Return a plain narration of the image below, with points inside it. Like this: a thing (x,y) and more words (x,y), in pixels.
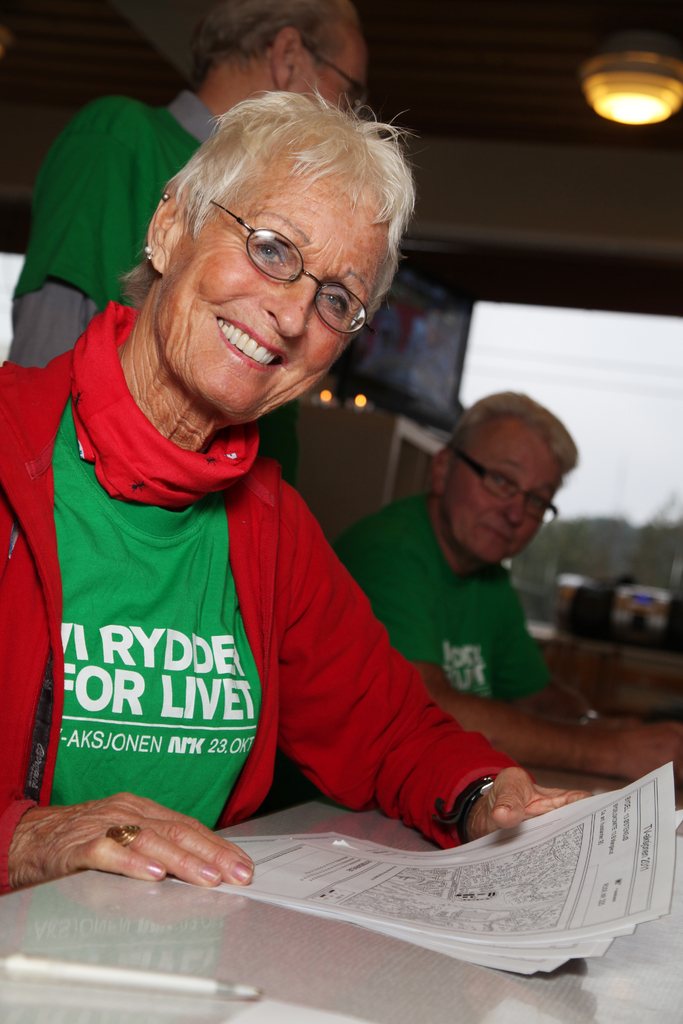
This picture is clicked inside the room (580,57). In the foreground (267,336) we can see a woman (157,766) wearing green color T-shirt (157,595), smiling and sitting and holding a paper (437,860) and we can see the text (345,862) and some pictures (458,876) on the paper (301,872) and we can see a pen (152,979) is placed on the top of the table (522,988). In the background (578,426), we can see the sky (609,398), a person (454,547) sitting and a person (275,52) standing and we can see the roof (547,85), lights (622,83) and some other objects (381,454).
